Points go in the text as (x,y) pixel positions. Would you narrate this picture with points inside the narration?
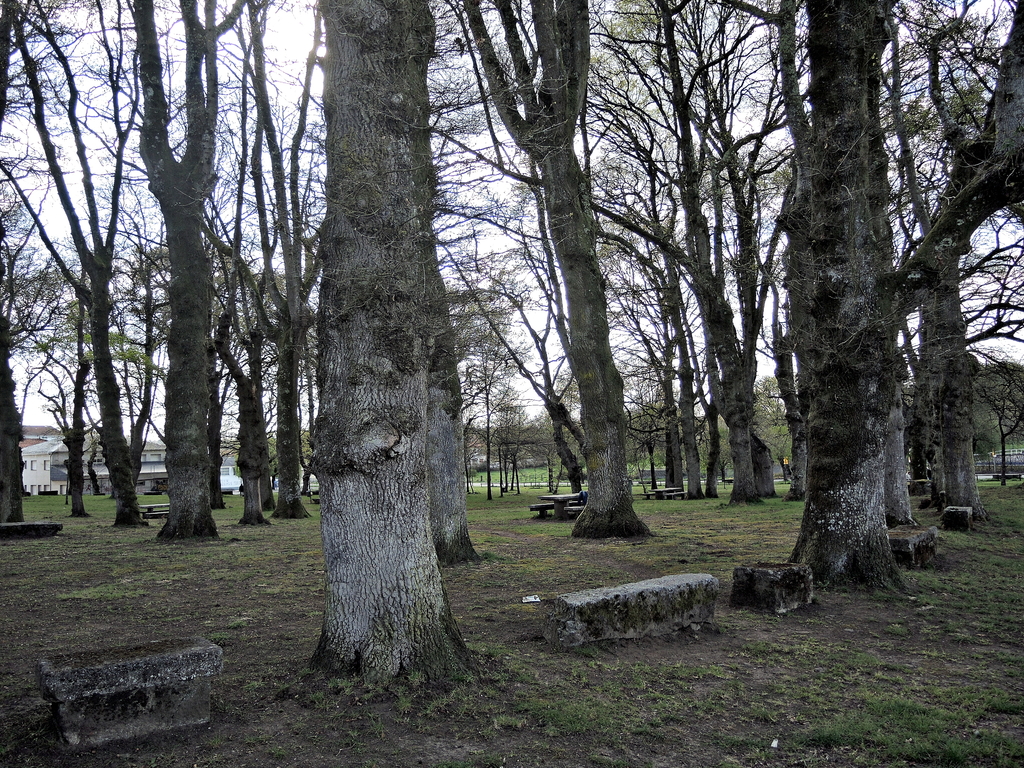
In this image we can see the trees (389,495). And we can see the grass (609,564). And we can see the buildings (96,468). And we can see the rock benches (664,582). And we can see the clouds (616,280) in the sky (724,243).
